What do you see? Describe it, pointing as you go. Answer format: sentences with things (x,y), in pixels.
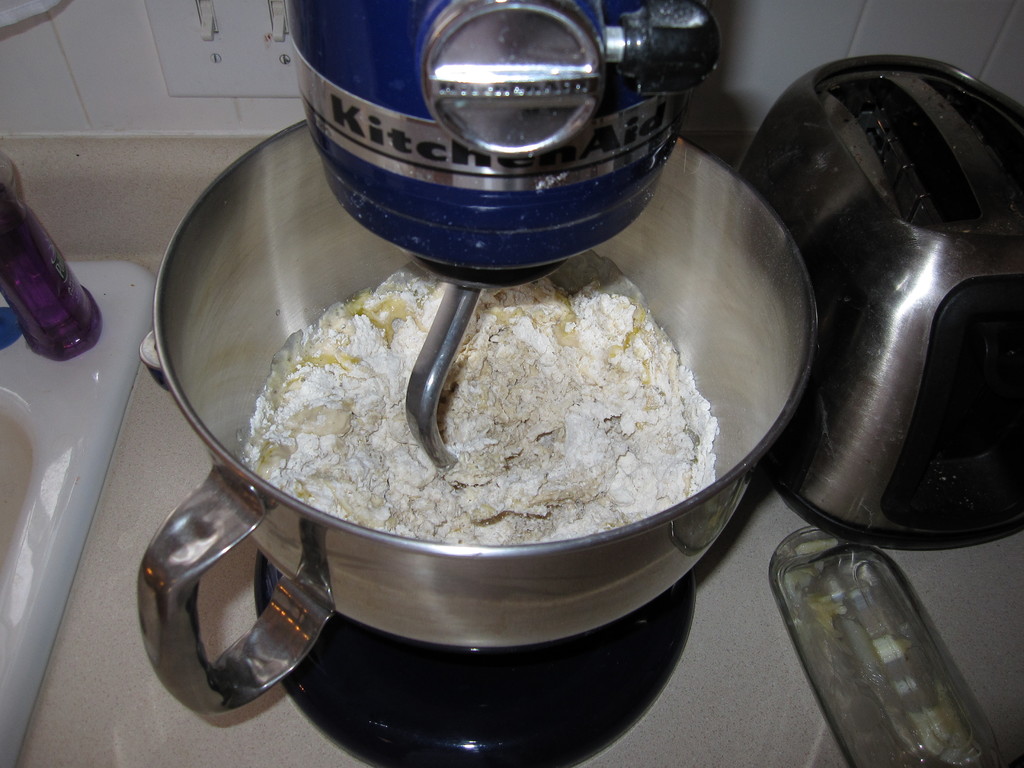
In this image there is food (578,338) in a blender (488,252), to the right side of the blender (242,307) there is a toaster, on the left (74,338) there is a bottle (67,351) on top of a sink (85,369), behind the blender (312,19) there is electrical switchboard (189,62).
